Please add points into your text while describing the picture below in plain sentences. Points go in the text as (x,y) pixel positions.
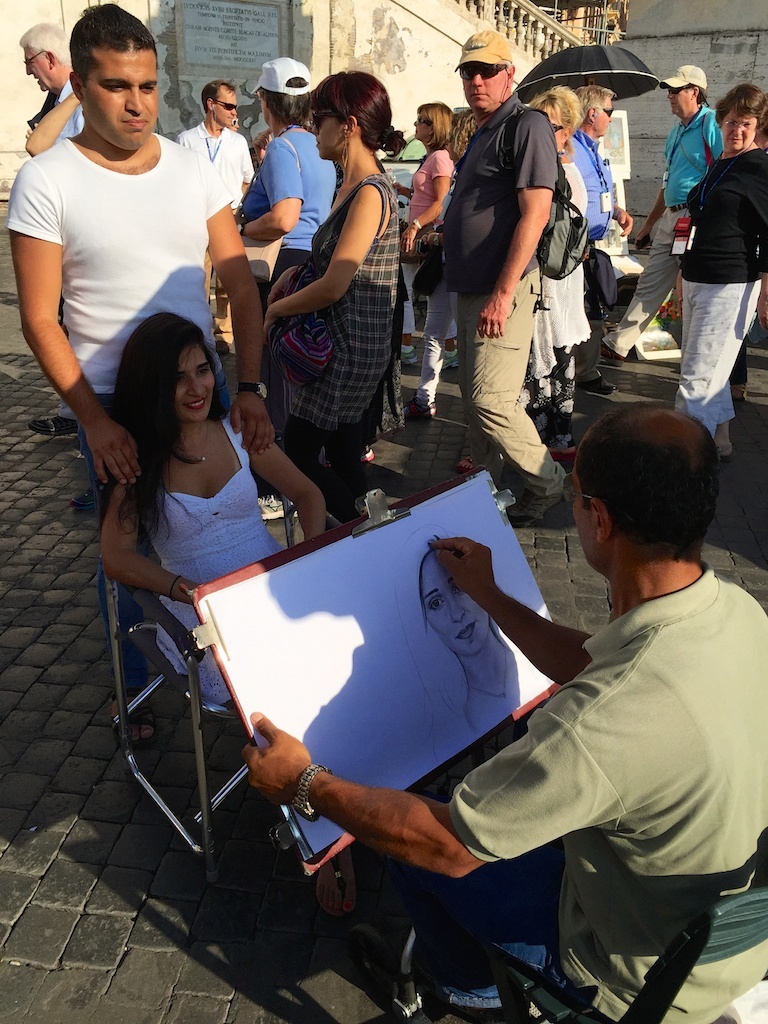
In this picture I can see a man (572,768) drawing the picture (270,639) of a woman (238,550) at the bottom (387,714). On the left side (195,361) a woman (195,514) is sitting on the chair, in the middle (319,377) a group of people (32,60) are walking, at the top (237,72) there is the wall (390,67).
